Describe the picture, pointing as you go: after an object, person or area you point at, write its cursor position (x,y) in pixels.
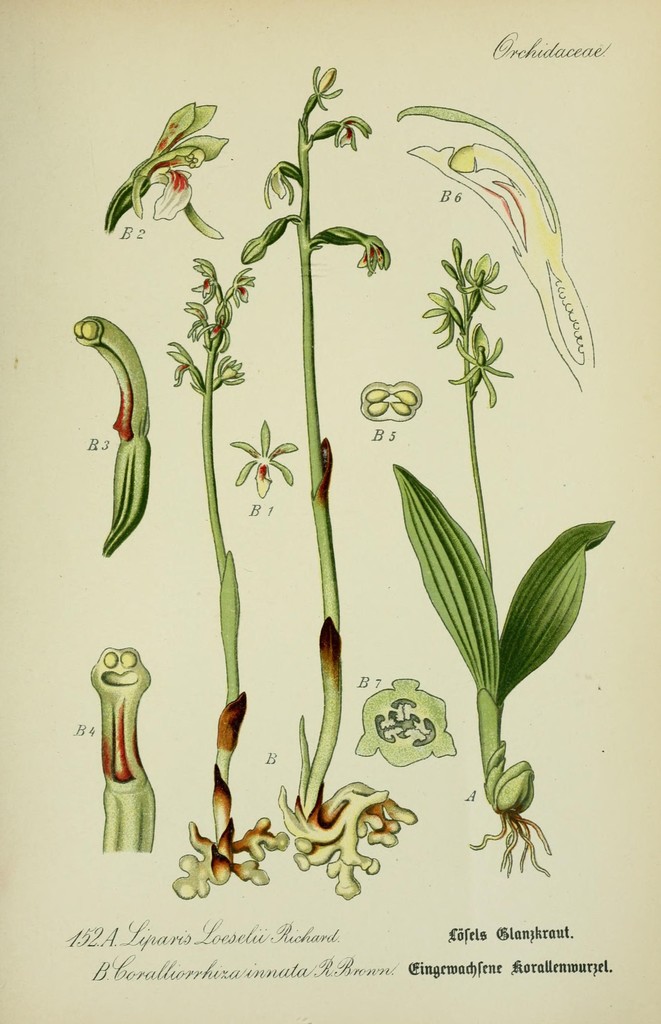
In this image there are different plant species (450,173) with the text (149,921) written at the bottom of the image (149,921).
